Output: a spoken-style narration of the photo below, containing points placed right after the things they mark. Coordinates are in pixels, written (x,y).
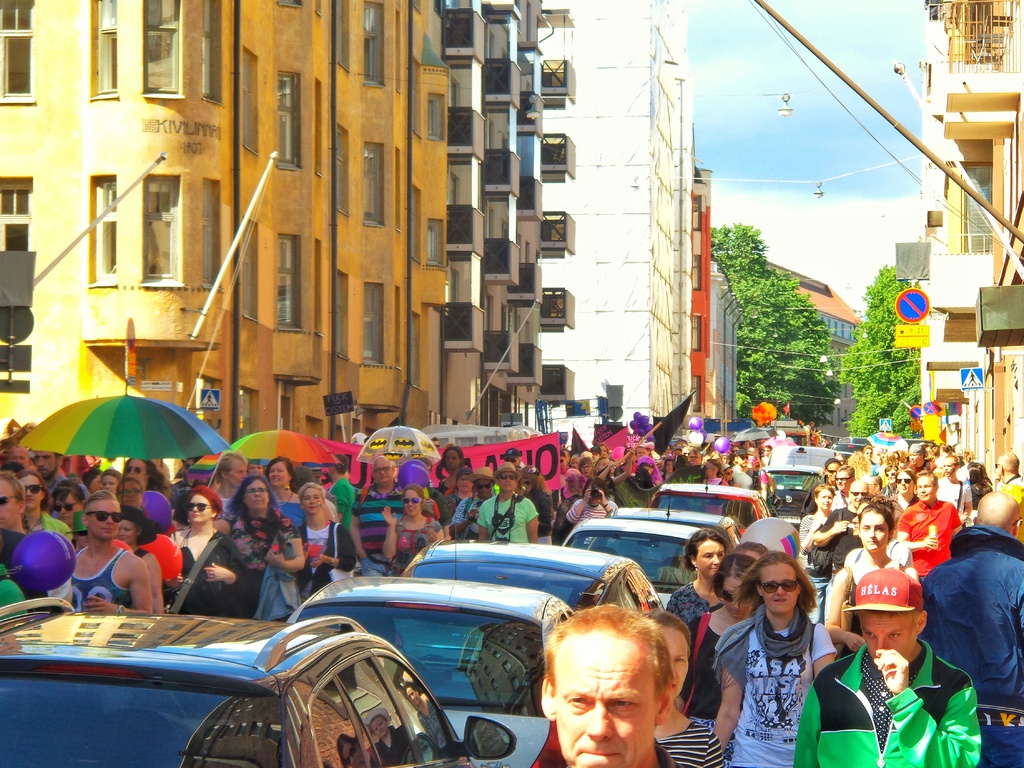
In this image I can see at the bottom (822,528) many vehicles (612,583) are parked and a group of people (709,556) are also walking. There are buildings (614,344) on either side, on the right side (895,349) there are trees (876,353). At the top (823,157) it is the sky (806,157).
